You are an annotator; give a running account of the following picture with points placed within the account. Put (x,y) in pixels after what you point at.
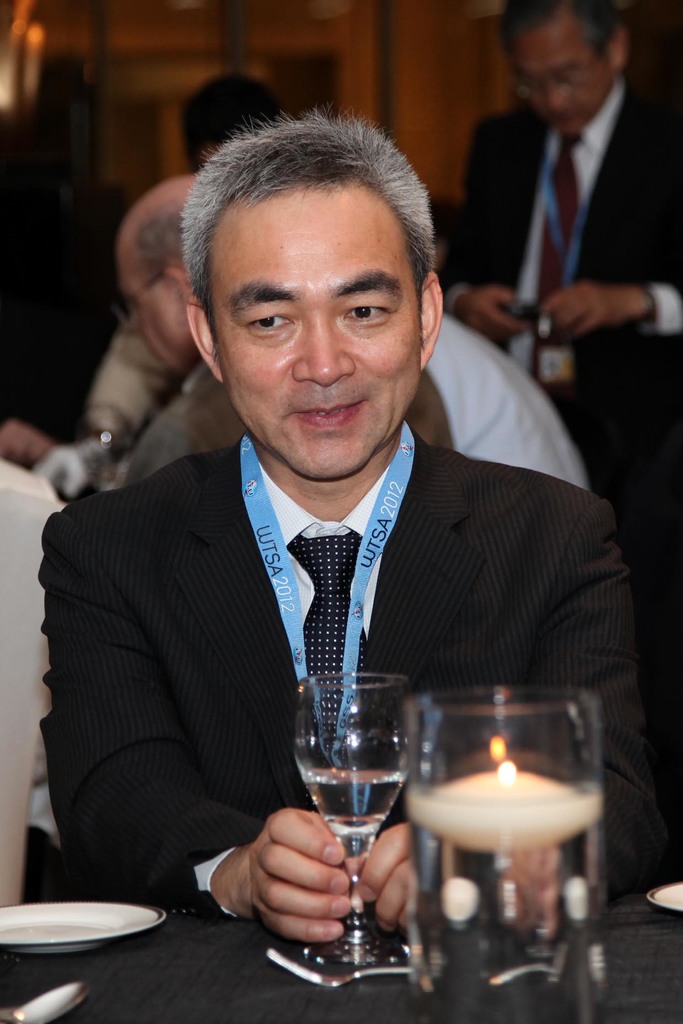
In this image I can see the person (572,556) is holding the glass (383,813). I can see the plate (51,928), spoon (29,1010), candle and few objects (453,955) on the table (348,1000). In the background (543,128) I can see few people (647,258) around.
